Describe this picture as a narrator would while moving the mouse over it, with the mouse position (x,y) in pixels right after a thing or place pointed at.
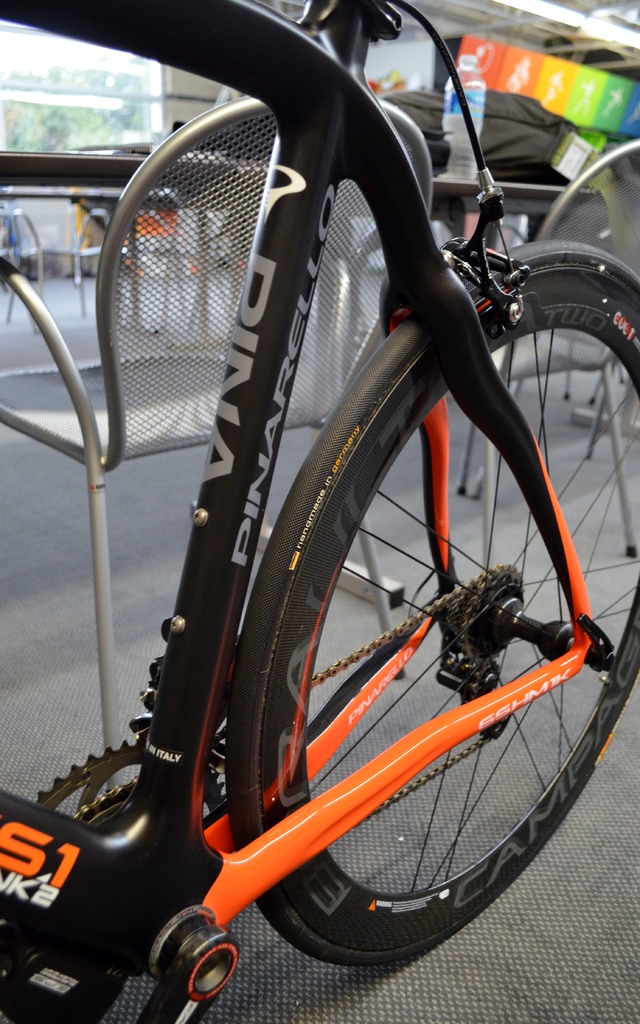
It is a zoomed in picture of a bicycle (429,577) on the floor (486,997). In the background (243,183) we can see chairs (605,209) and also a table (89,180). We can also see a water bottle (456,136) and a black color bag (537,143).
